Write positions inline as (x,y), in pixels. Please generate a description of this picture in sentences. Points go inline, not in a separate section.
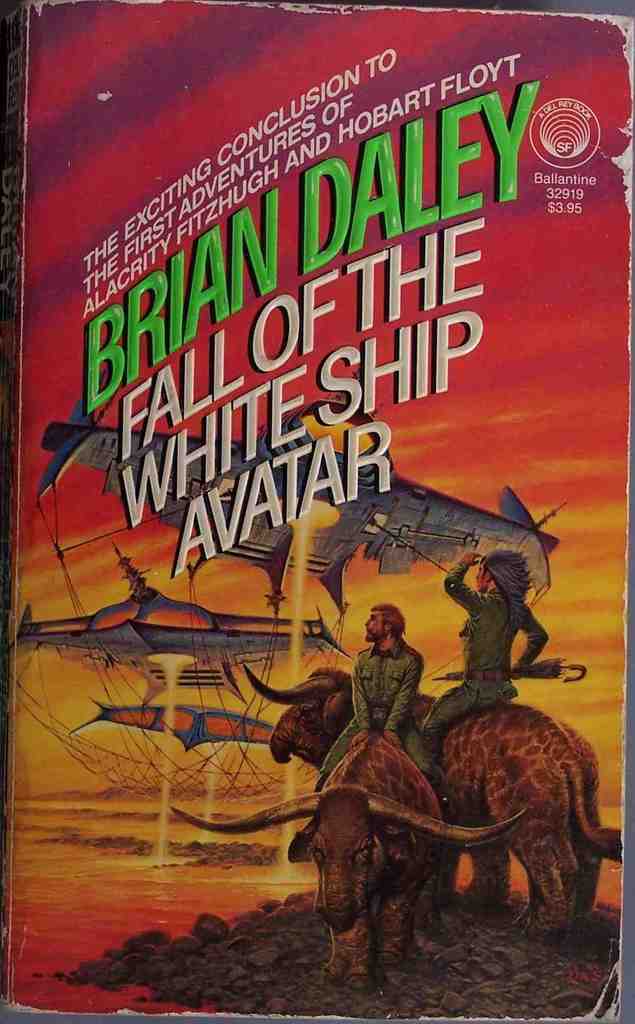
In this picture there is a book (582,714). On the cover (243,326) of the book (198,674) I can see the two persons (400,635) were sitting on the animals (374,813). Beside them I can see the river (223,909). In the center (277,482) I can see the name (318,405) of the book (295,409).
